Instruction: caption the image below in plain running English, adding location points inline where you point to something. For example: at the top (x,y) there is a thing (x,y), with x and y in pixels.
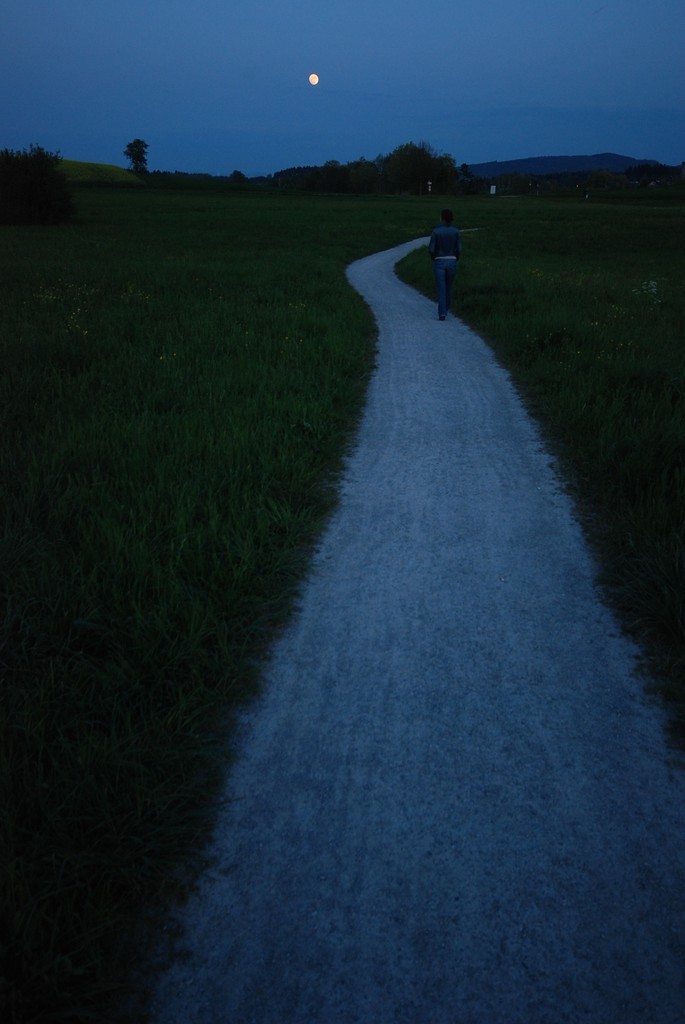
There is a path (458,521) and greenery (312,499) in the foreground area of the image (267,487), there is a person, trees (309,190), it seems like people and a moon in the sky (358,97) in the background (501,183).
